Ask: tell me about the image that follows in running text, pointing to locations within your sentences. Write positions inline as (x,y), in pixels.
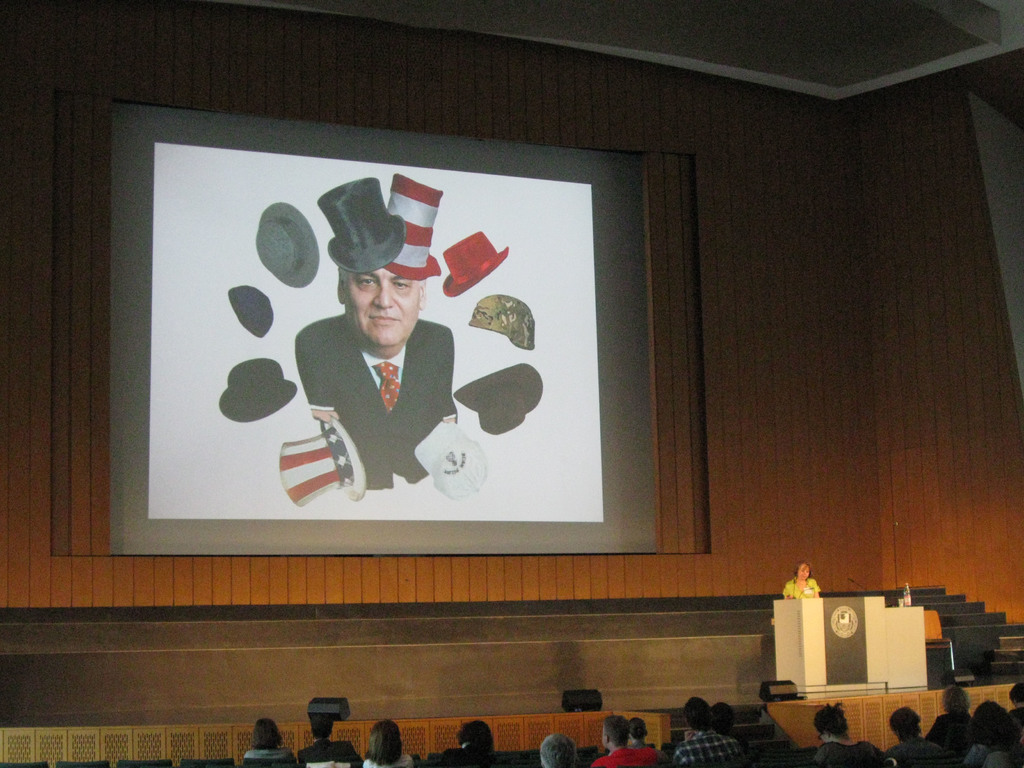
In this image there are people (919,752) sitting on a chairs (276,766), in the background (130,729) there is a stage (732,696), a woman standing near a podium (822,628) and there is a wall (812,272), for that wall (407,568) there is a screen (419,340).
